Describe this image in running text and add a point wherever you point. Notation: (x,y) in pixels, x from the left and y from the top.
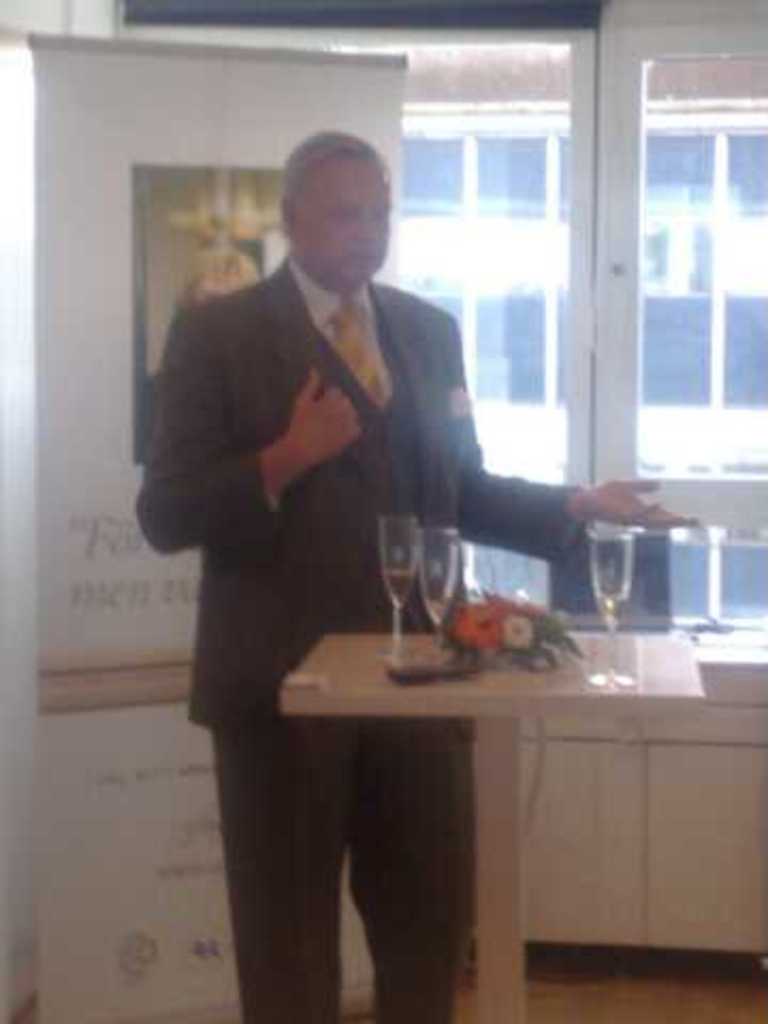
This person (335,597) standing and talking, in front of this person (332,372) we can see table (485,722) on the table (416,646) there are glasses (394,610), flowers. On the background (304,67) we can see banner (158,91), glass window (687,230), from this glass window (600,292) we can see building (568,257).
